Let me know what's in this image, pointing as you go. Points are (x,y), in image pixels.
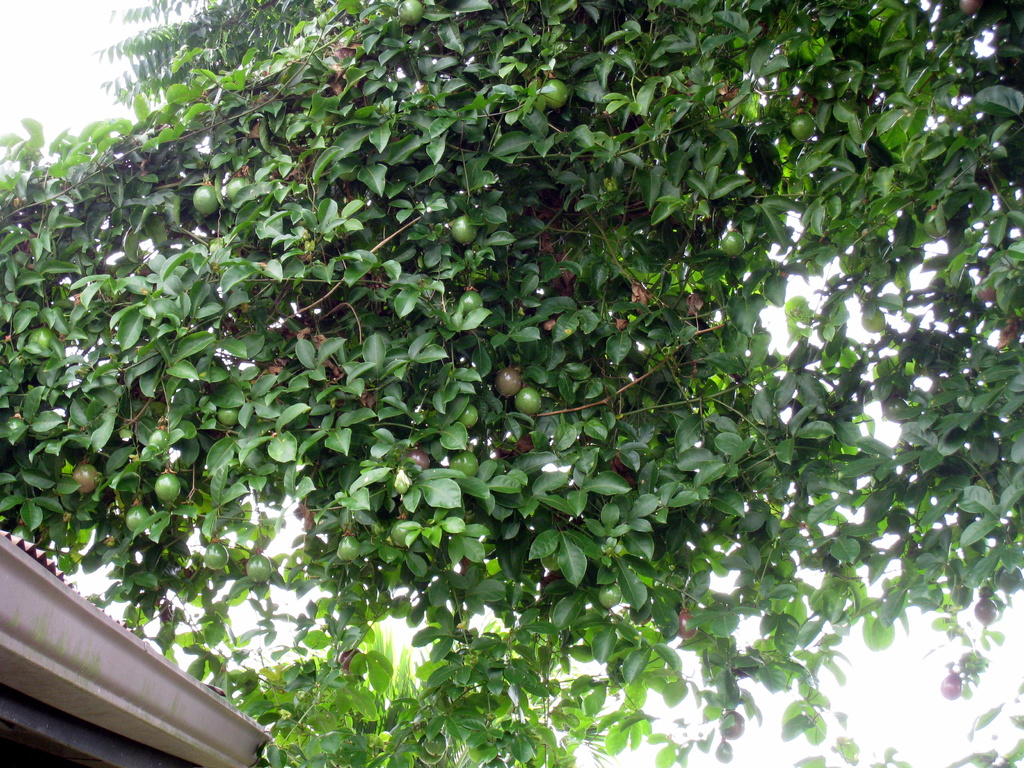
In this picture we can see the tree (561,427) with some green fruits (201,211) and leaves (475,721).
